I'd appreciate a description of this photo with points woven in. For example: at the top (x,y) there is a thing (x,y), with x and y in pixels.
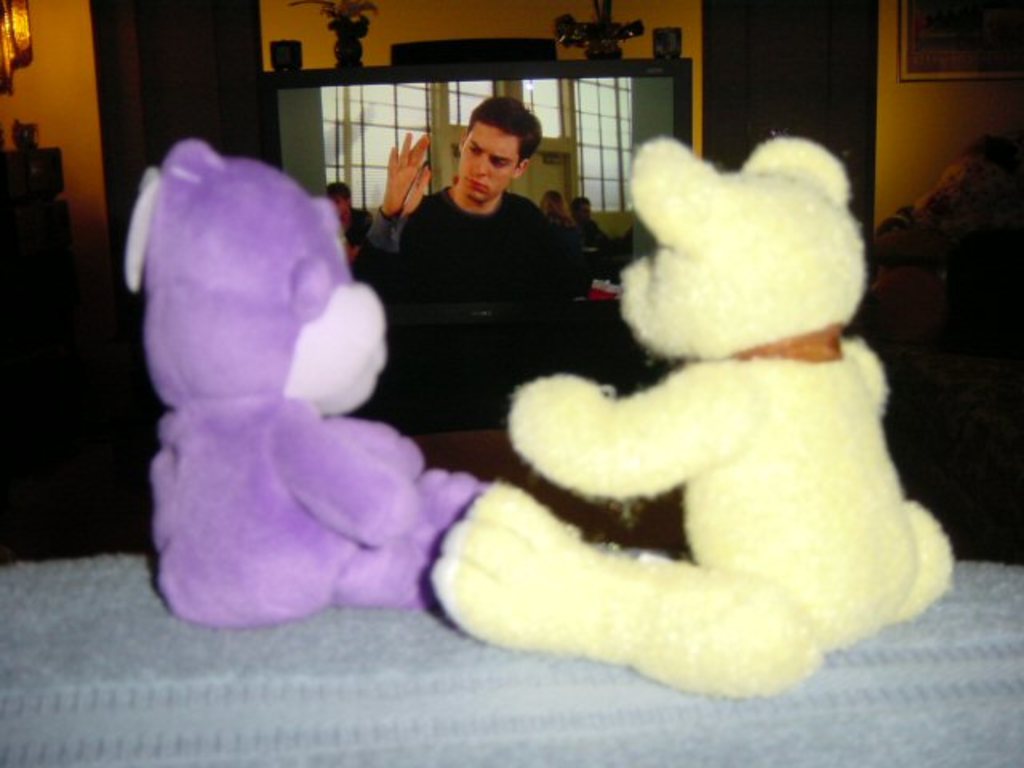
In this picture we can see there are two teddies (501,520) on the cloth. In front of the teddies (312,387) there is a television (401,173) and on the television (354,129) there are some objects (336,44). On the left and right side of the television (468,199) there are some objects (961,339). Behind the television (573,305), there is a wall (702,46) with a photo frame (915,46).
